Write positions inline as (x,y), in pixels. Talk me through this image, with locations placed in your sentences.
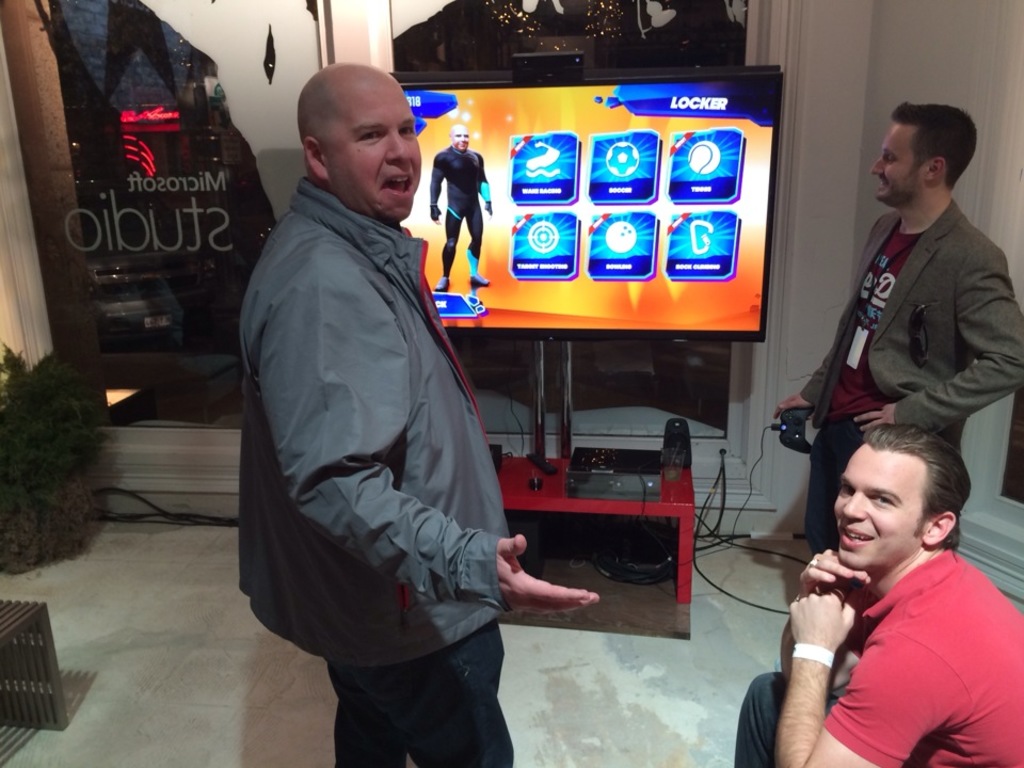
In this image we can see people (372,363). In the center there is a screen (545,313). At the bottom (679,546) there is a stand (617,500) and we can see things (618,470) placed on the stand (566,461). In the background (152,489) there is a wall (810,48). On the left (63,489) there is a plant (65,474) and we can see wires (182,525).
